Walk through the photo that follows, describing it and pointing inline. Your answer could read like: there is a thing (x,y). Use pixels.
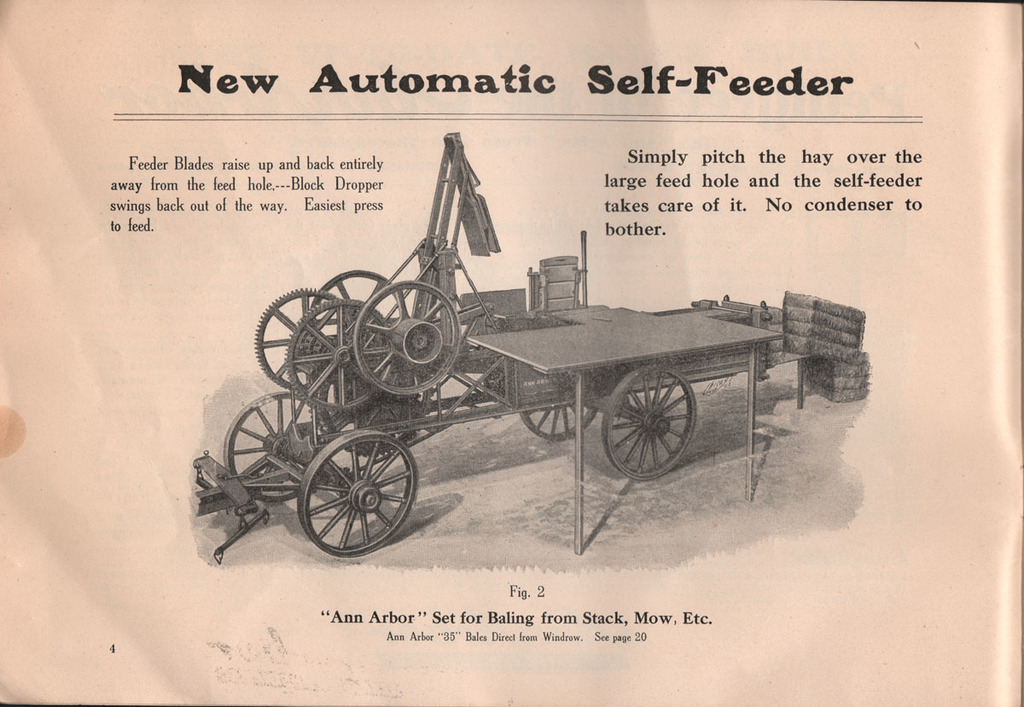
In this picture I can see a paper (402,278), there are words (261,210), numbers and there is a picture (325,494), on the paper (394,44).
